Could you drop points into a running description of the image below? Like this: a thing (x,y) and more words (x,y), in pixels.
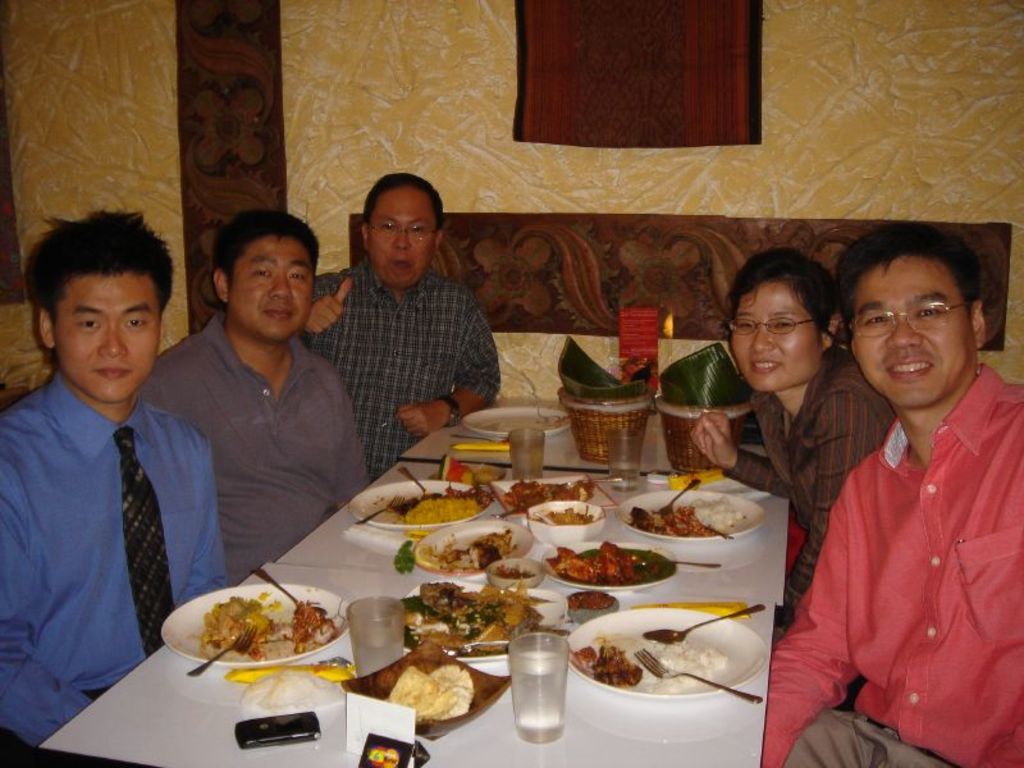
In this picture we can see five people (414,284) sitting and smiling and in front of them on the table (549,454) we can see plates (675,692) with food items (268,646) on it, forks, spoons (400,469), glasses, mobile (266,724), baskets (595,411) and in the background (434,132) we can see the wall (624,209).
